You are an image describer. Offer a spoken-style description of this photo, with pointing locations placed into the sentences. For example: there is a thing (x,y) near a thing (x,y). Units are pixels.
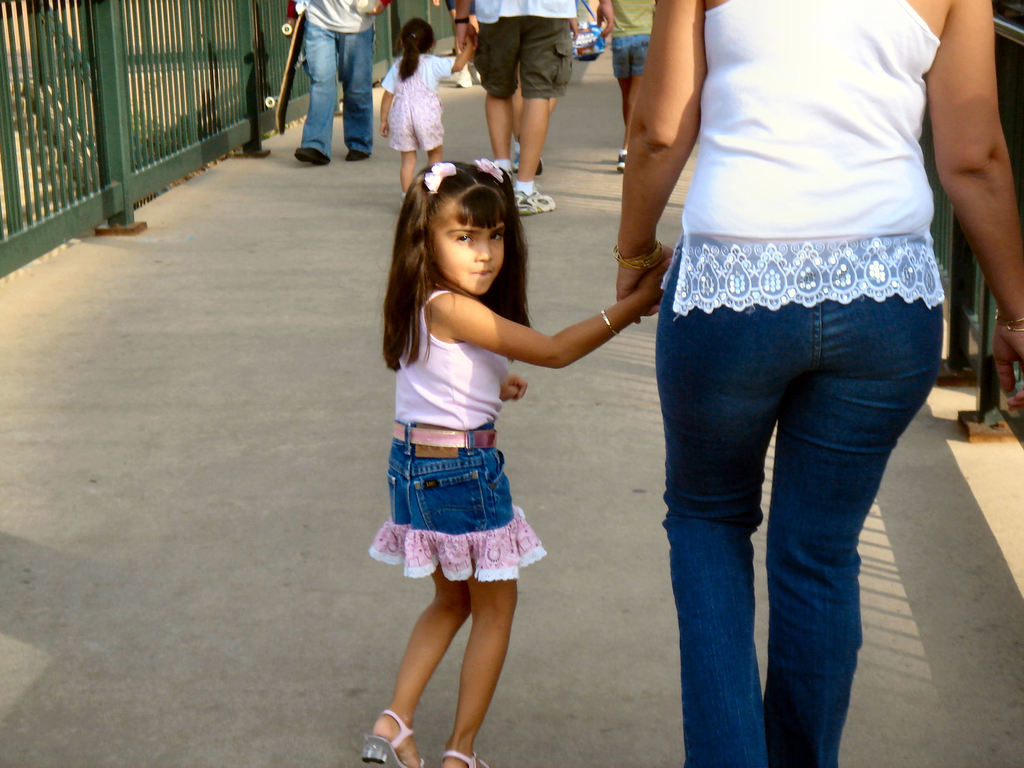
On the right side of this image (784,528) I can see a woman (804,247) wearing a white color t-shirt (812,148), jeans (673,413) and holding the hand (637,287) of a girl (452,460) who is beside her. Both are walking on the road (329,491). In the background (349,82), I can see some more people (419,62). On both sides of the road (275,272) I can see the railings (127,114).
